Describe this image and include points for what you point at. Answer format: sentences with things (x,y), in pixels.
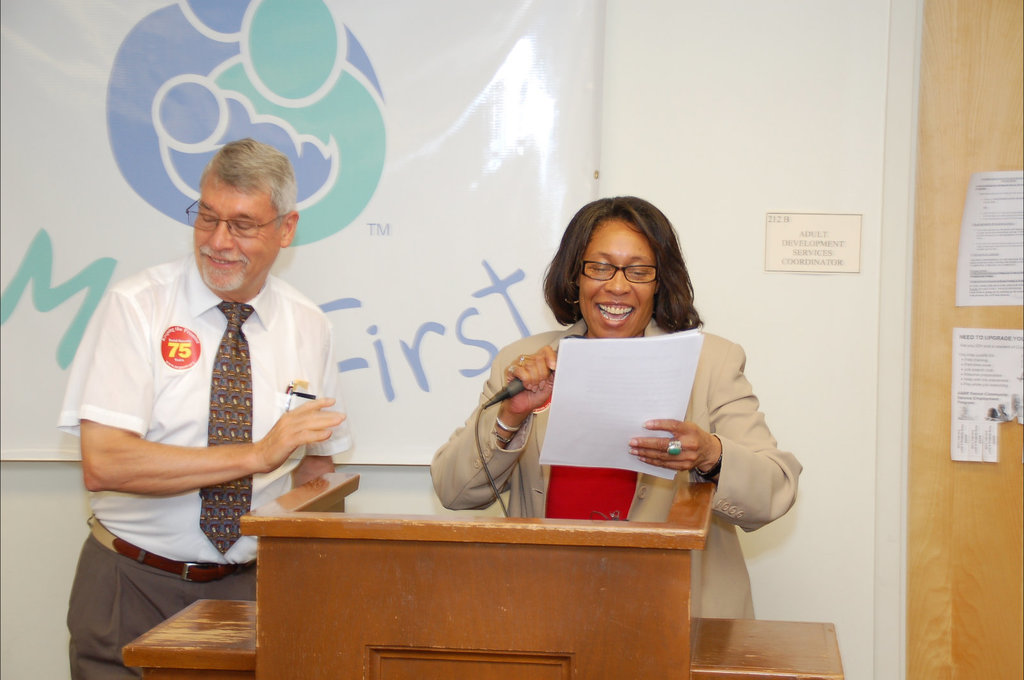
This picture shows a man (135,454) and a woman (665,246) standing at a podium (365,667) and we see woman (548,394) speaking with the help of a microphone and holding a paper (690,340) in her hand (700,435) and we see a board (359,199) back of them.
